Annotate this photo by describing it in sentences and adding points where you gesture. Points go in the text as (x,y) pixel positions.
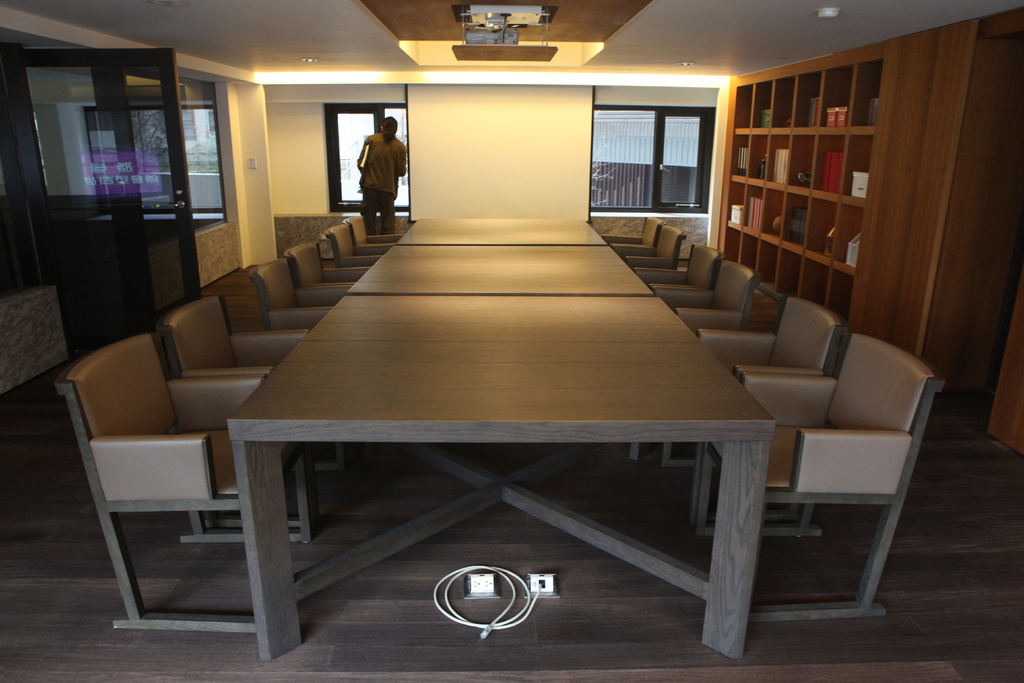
In the center of the image (557,248) there are many chairs (298,249) and tables (397,252). In the background of the image (370,212) there is a person (399,168) standing. There is a window (699,155). To the right side of the image (733,249) there is shelf (731,85). To the left side of the image (158,297) there is a door (130,63).
